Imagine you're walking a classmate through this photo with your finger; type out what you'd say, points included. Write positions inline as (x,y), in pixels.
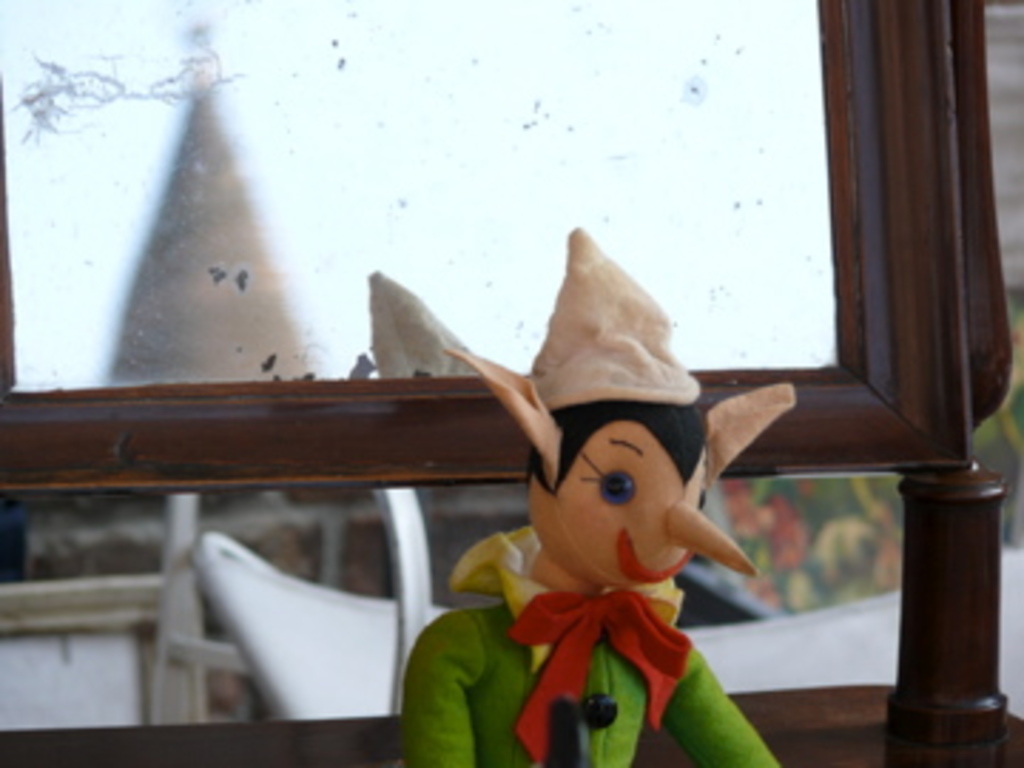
At the bottom of the picture (600,608), we see the figure (657,564) or the doll (647,589) wearing the green outfit (507,671). At the top (240,33), we see the mirror (314,278) in which we can see the roof (185,311) of the building (234,270) and the sky (413,189). In the background (395,518), we see a chair (368,632) or a table (366,644) in white color. Beside that, it looks like a poster (783,519) and it is in green color.
